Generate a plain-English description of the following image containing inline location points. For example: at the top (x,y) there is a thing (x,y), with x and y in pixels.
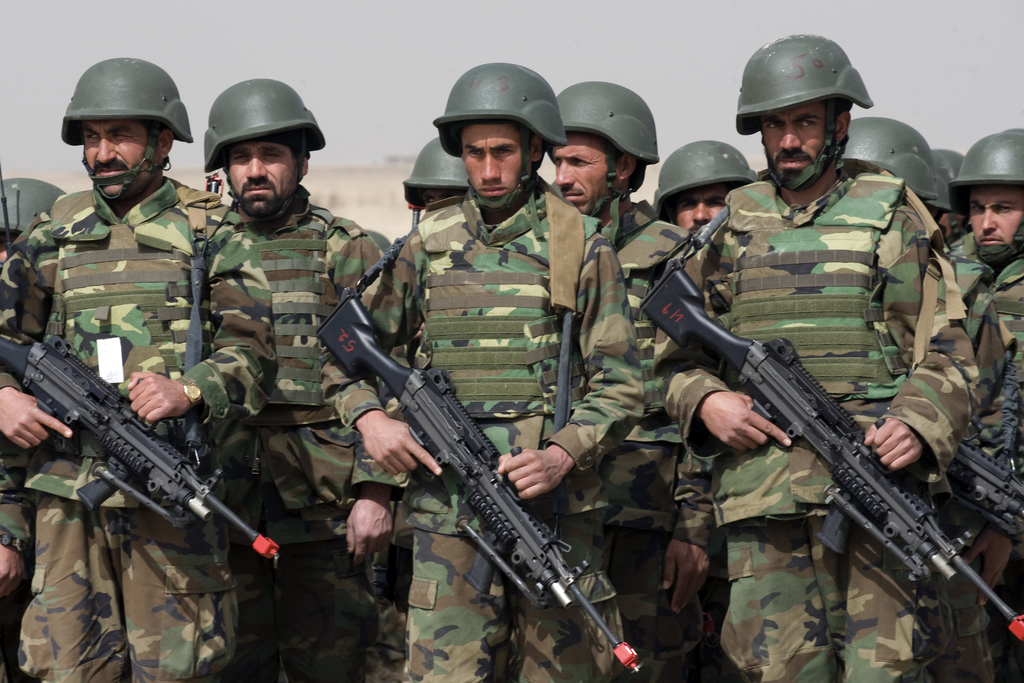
In this image in the foreground (422,159) there are some people (541,219) who are holding some guns (462,474), and in the background (363,200) there are some land (336,164) and at the top of the image (360,39) there is sky (341,34).
